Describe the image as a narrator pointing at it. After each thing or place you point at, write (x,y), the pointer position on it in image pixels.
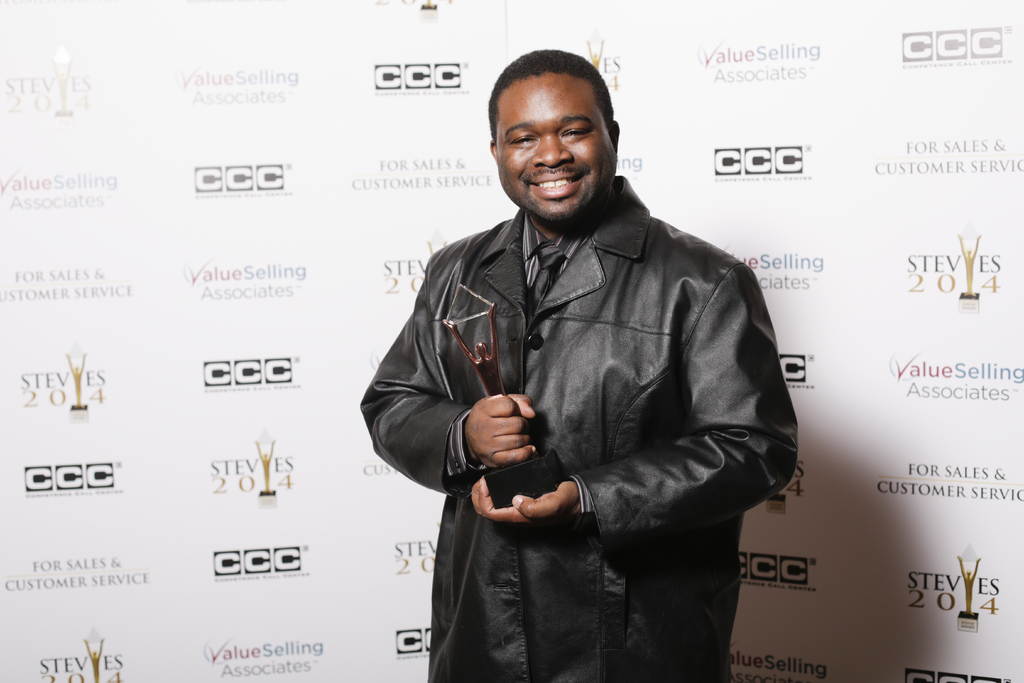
In this picture there is a man (575,289) wearing a black jacket (506,287), he is holding an award (480,316), he is smiling. In the background (238,394) there is hoarding (852,567).
